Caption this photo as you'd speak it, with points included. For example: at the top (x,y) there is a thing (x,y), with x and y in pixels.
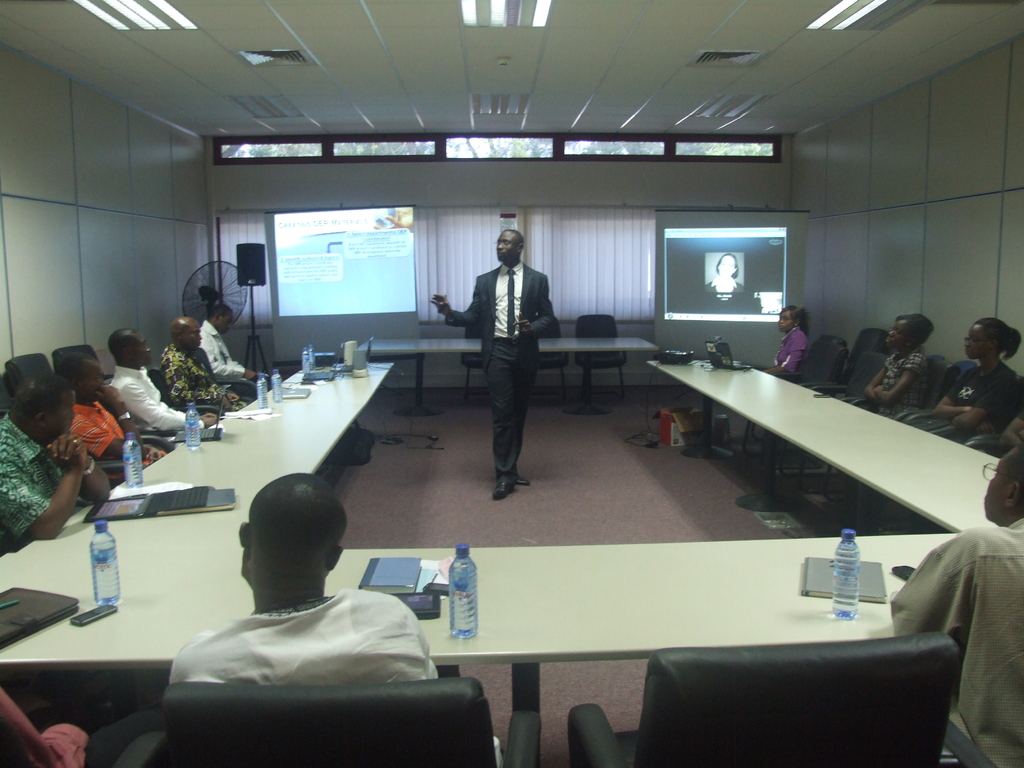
In this image, There are some tables (777,625) which are in white color, there are some bottles (309,366) and there are some laptops (158,512) which are in black color, There are some people (212,336) sitting on the chairs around the table (600,634), In the middle (500,333) there is a man (511,382) he is standing, In the background (667,319) there is a projector screen (722,261) which is in white color there is a curtain (585,294) which is in white color, In the top (573,60) there is a white color roof (552,58).
